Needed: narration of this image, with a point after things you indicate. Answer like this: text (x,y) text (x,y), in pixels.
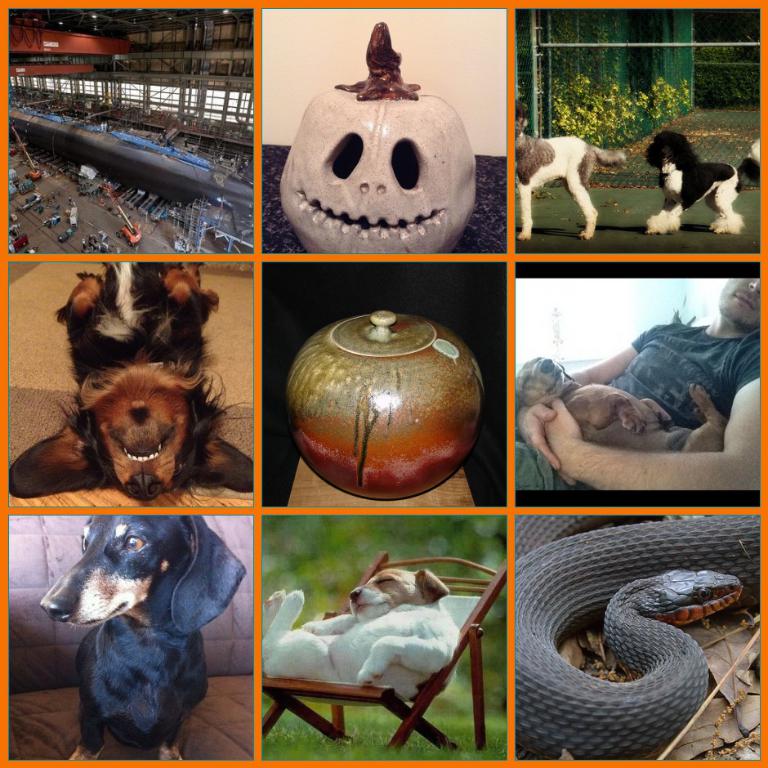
This is a collage image. We can see some animals (167,413), objects (321,419) and a person (539,433). We can also see some grass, a chair (378,691).
